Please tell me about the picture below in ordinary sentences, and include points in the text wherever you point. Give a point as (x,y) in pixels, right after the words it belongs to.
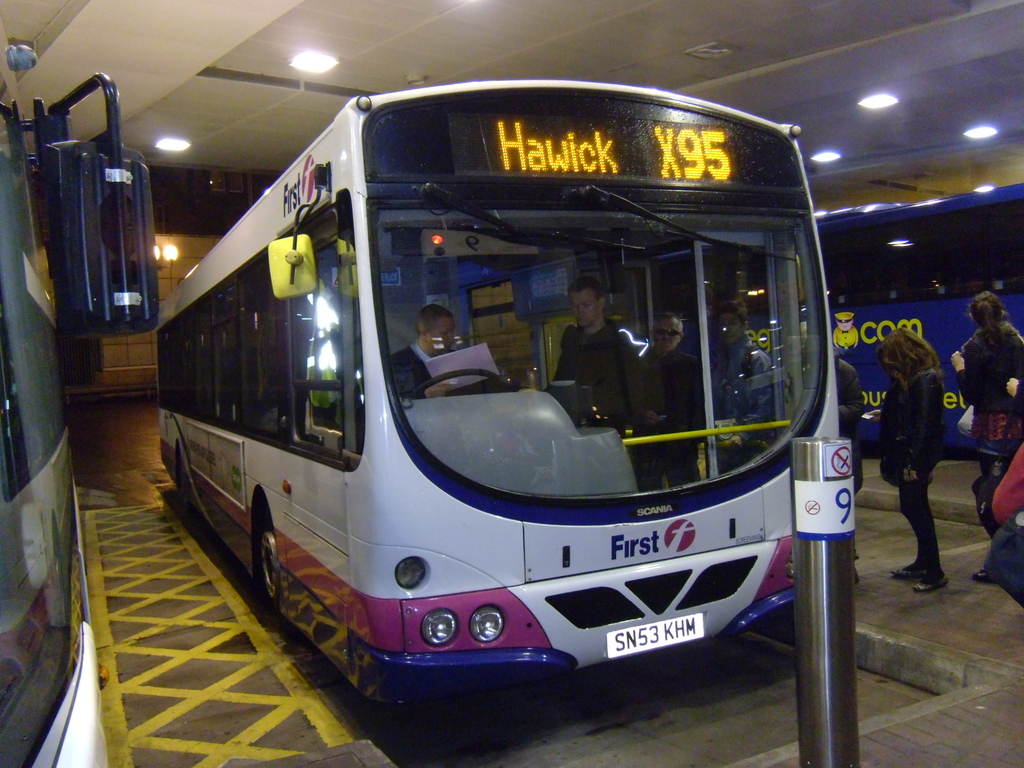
In the center of the image (623,377) there is a bus (564,391) on the road (685,710). On the right side of the image (986,444) we can see persons (1014,481). On the left side of the image (52,150) we can see bus (143,215). At the top of the image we can see lights (988,131).
